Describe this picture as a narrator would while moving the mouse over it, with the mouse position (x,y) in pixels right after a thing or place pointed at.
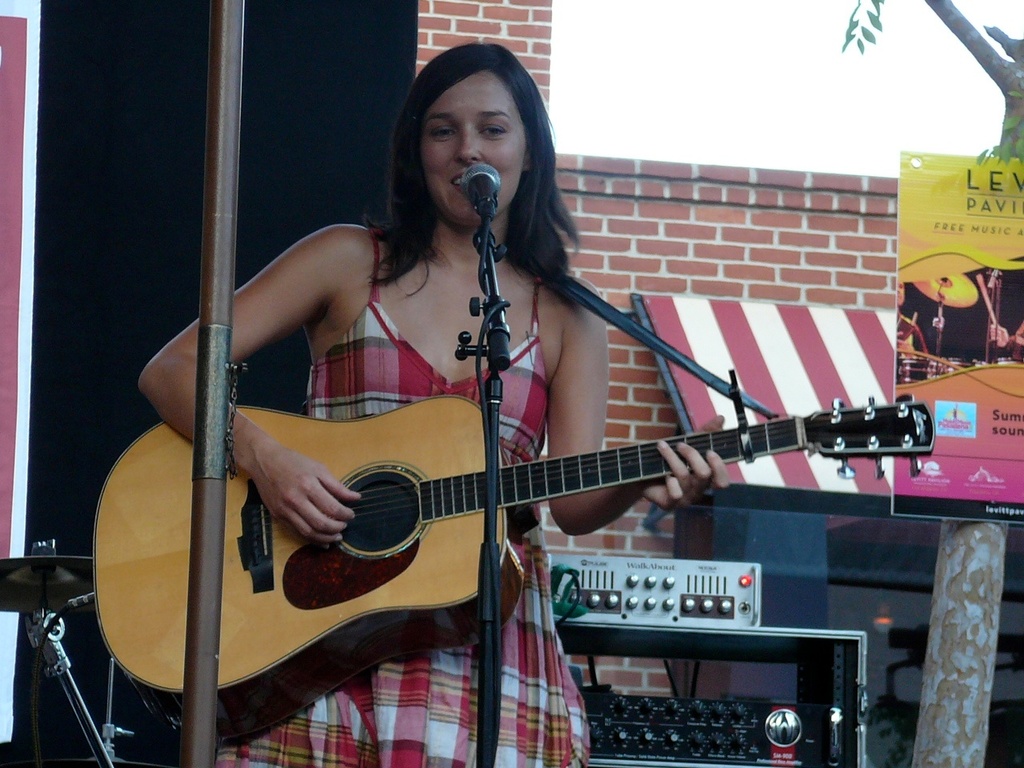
In this image the woman (391,361) is standing and holding a guitar (405,495). There is a mic (490,188) and a stand (493,372).
